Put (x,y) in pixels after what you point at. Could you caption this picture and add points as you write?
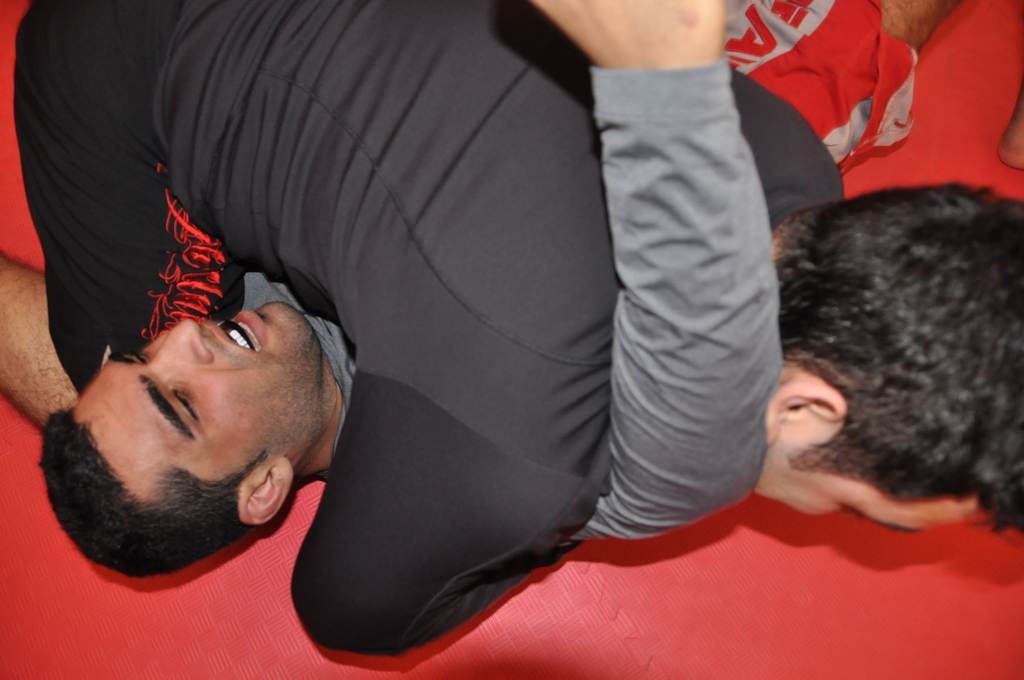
In this image in the center (522,232) there are persons (519,263) lying on the mat (714,555) which is red in colour.
